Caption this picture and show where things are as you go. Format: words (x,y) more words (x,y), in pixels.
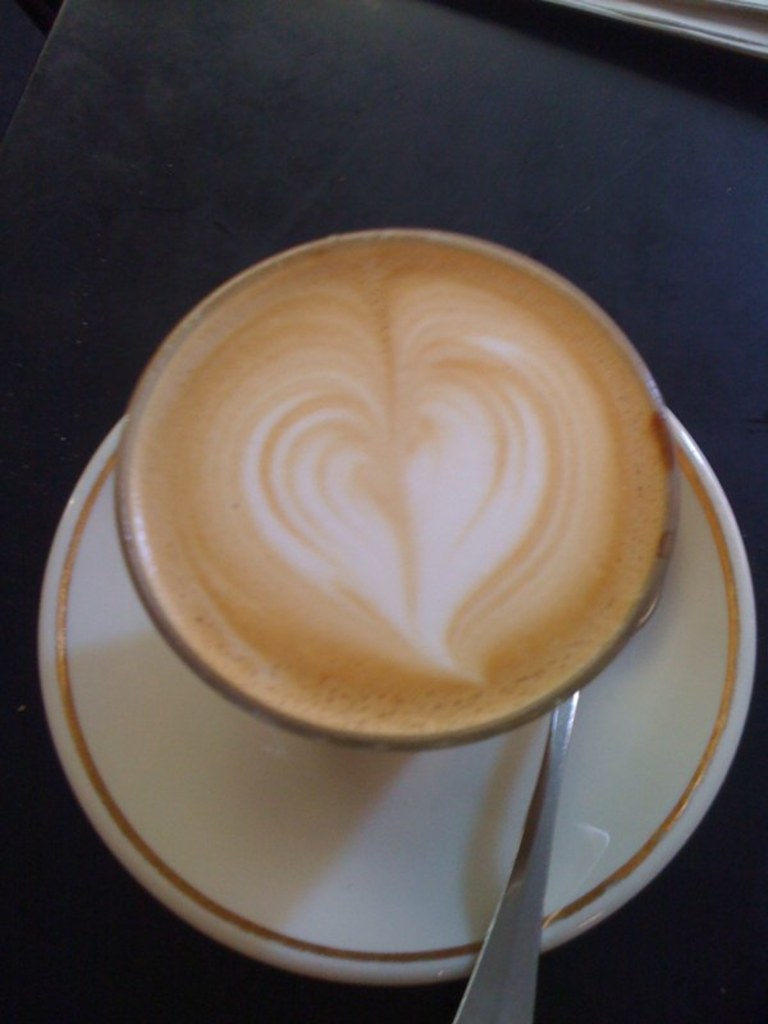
Here we can see a cup (238,448) with coffee (402,518) in it and a spoon (565,722) on a saucer (494,753) on a platform (355,160). On the right (676,32) at the top corner (686,34) there is an object (619,20).
